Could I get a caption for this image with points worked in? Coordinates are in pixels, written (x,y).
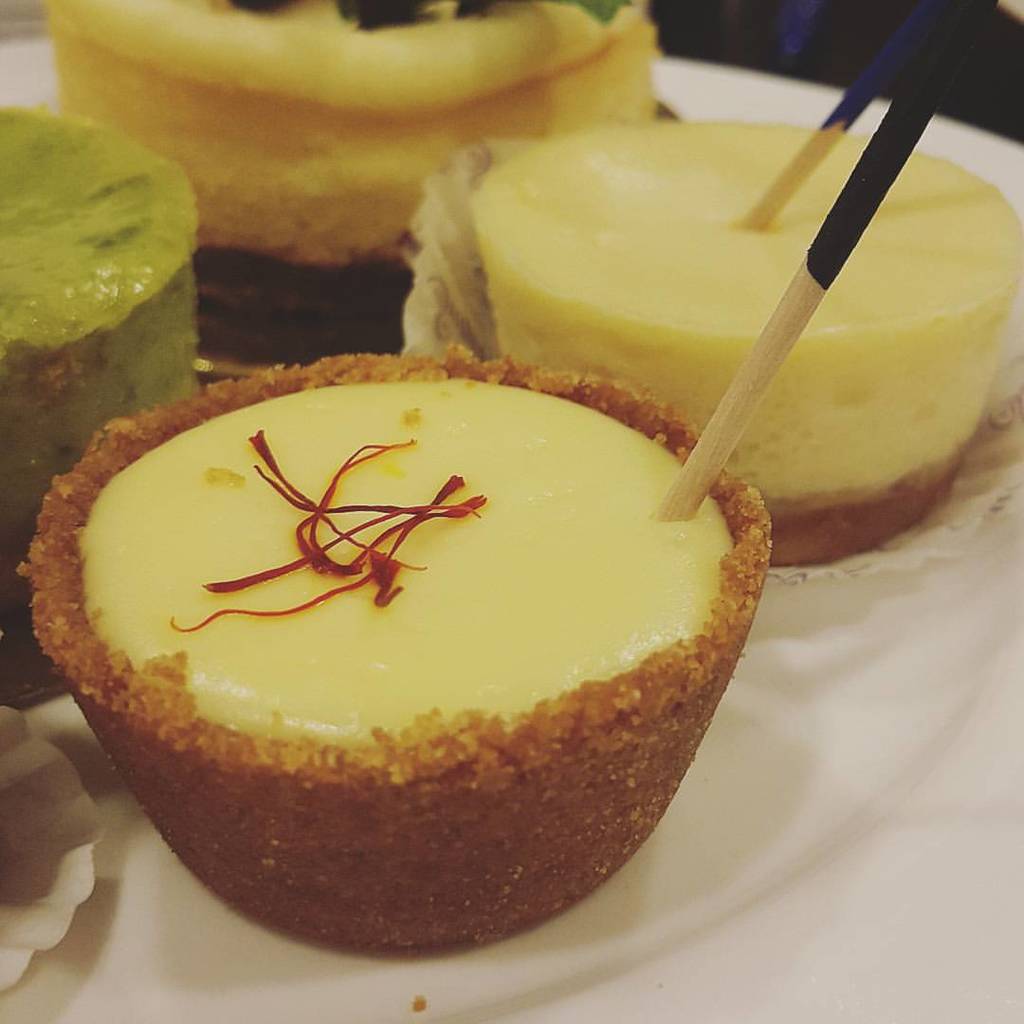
This picture shows food (591,432) in the plates (753,720) and the plate (108,959) is white in color.
